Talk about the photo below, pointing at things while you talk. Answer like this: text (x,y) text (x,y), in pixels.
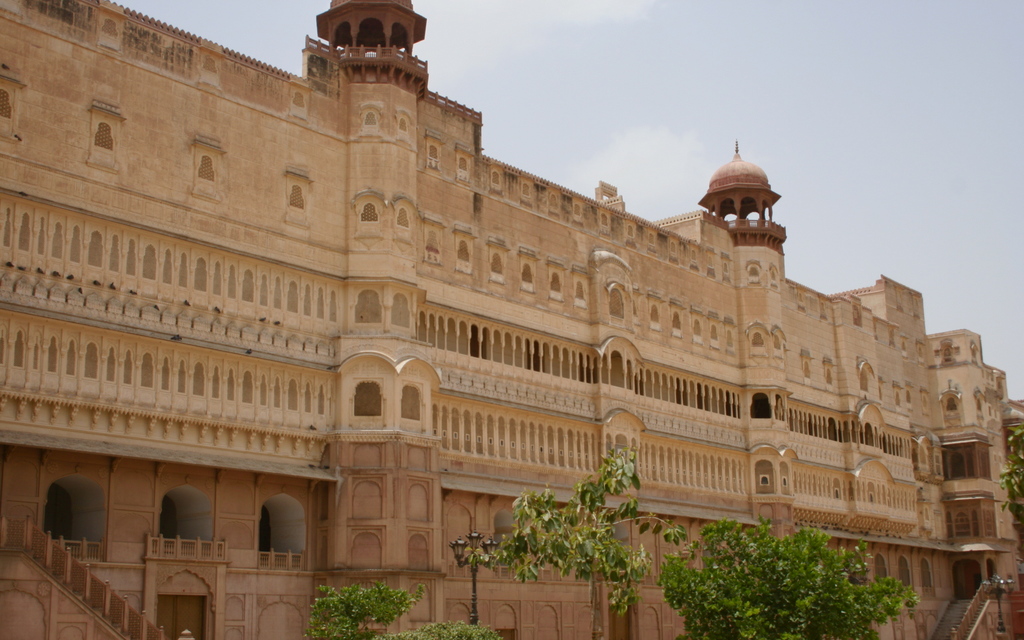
At the bottom of this image (760,588), there are trees (792,573) having green color leaves (374,602). In the background (692,318), there is a building (542,288) having windows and there are clouds (487,10) in the sky (502,18).
